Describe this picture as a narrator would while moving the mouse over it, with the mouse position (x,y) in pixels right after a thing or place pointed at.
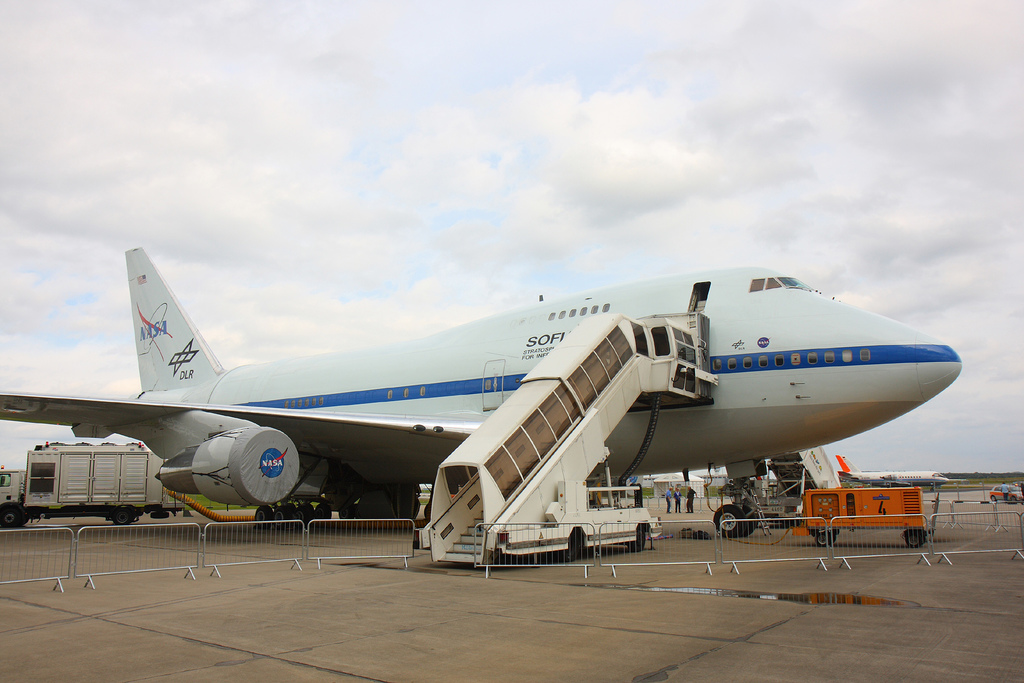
in this image in the center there is a fence (266,559). In the background (321,426) there are airplanes (808,443), vehicles (853,495) and persons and the sky (616,190) is cloudy.
